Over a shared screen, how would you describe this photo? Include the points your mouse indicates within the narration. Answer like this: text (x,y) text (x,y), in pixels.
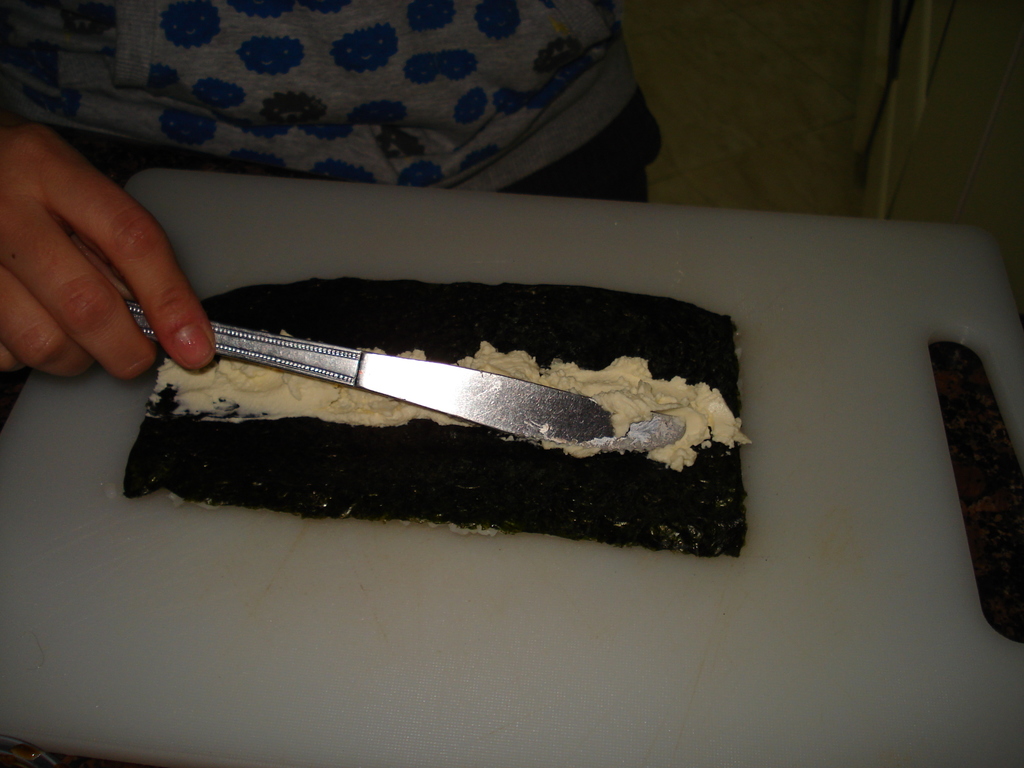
In this picture we can see some food items (374,427) on a cutting board (398,673). We can see the hand (71,296) of a person (136,274) holding a knife (349,361). There are other objects (1007,93).
